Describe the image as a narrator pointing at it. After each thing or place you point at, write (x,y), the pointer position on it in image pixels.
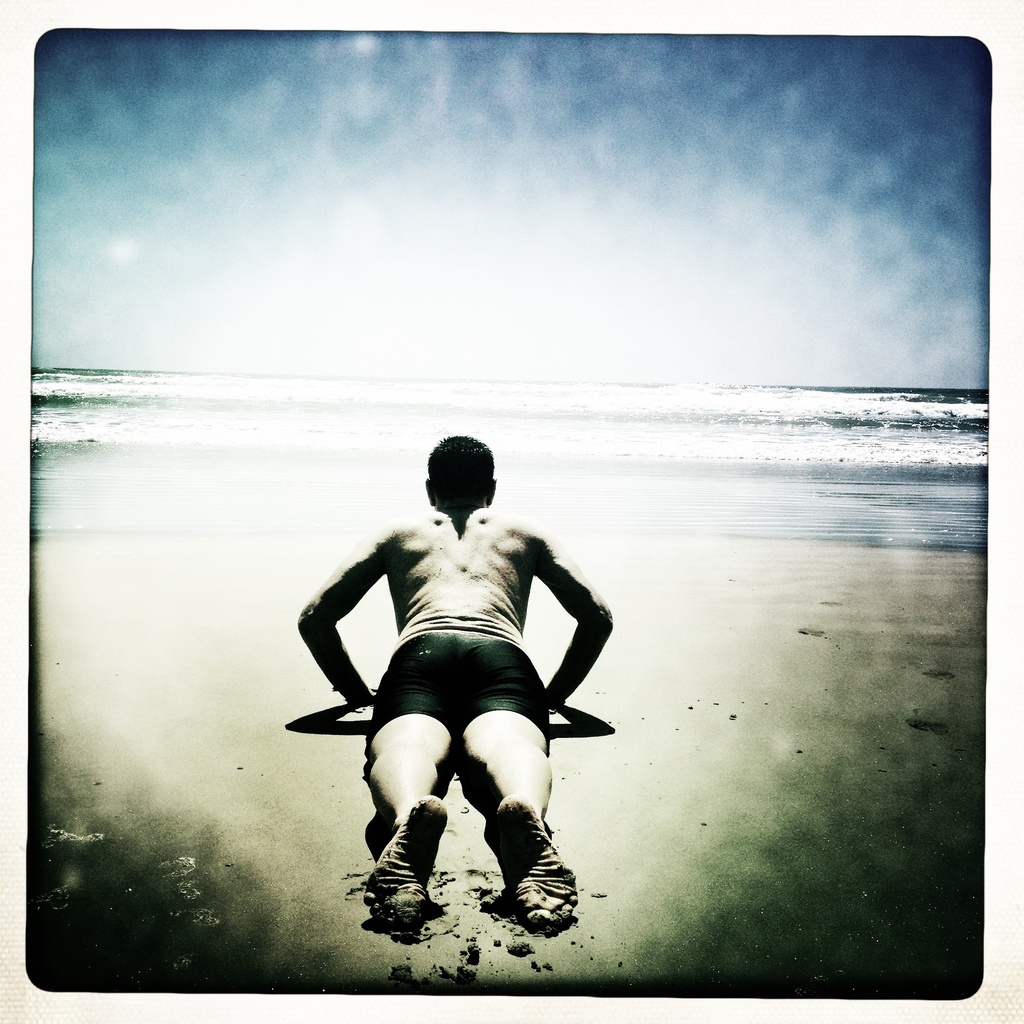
In the front of the image (483,539) there is a person (477,583). In the background of the image (752,509) there is water (655,414) and sky (565,217).
